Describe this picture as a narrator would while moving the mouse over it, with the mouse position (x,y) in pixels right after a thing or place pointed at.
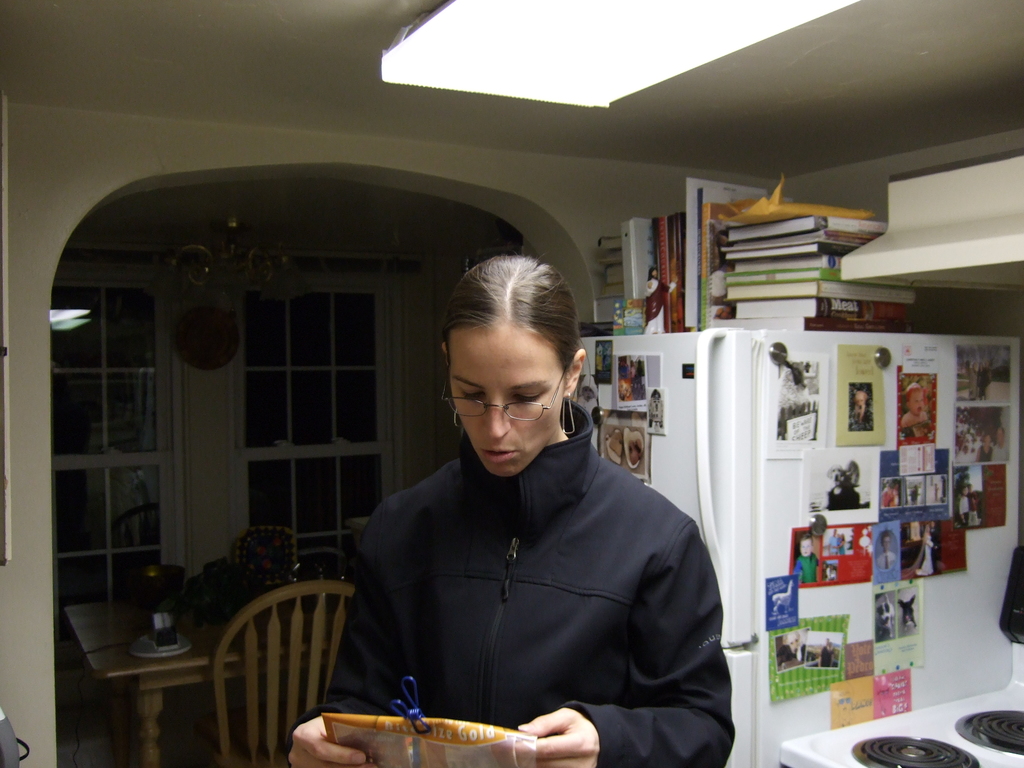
In this image I can see one person (533,516). To the right (854,427) some boards (823,434) are attached to the refrigerator (856,388). On the refrigerator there are many books (737,246). To the left (171,449) there is a dining table (166,625) and the window (284,420).
